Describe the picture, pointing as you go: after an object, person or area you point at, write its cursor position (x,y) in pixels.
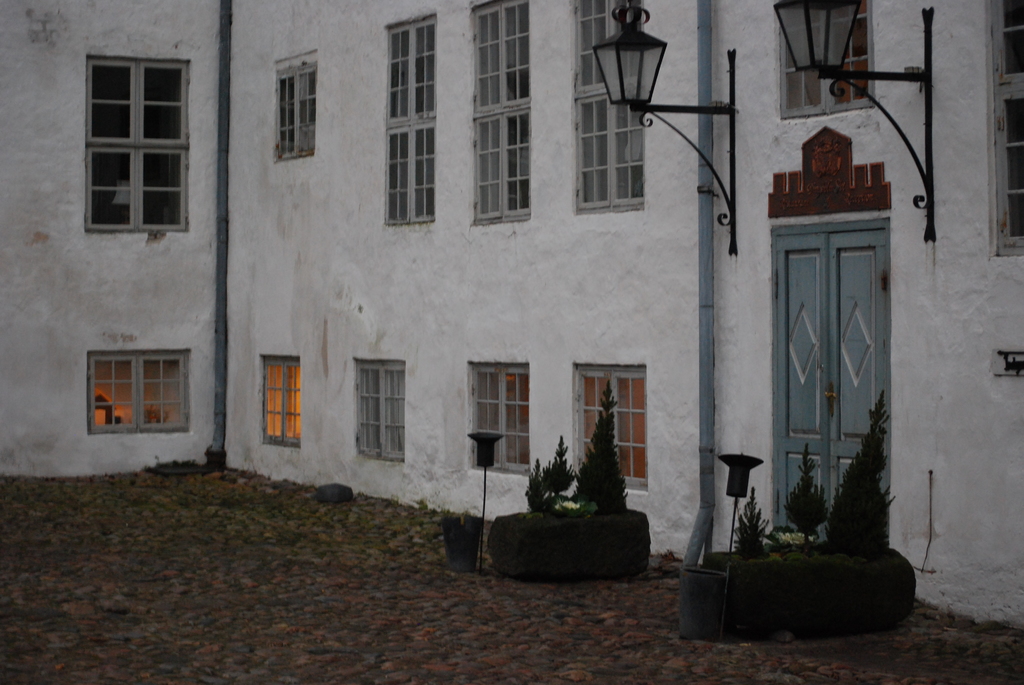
In this image we can see a building (808,378) with windows (590,113) and a door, there we can see two lights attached to the stands (933,169), few garden plants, some circular objects (477,438) attached to the stick (732,536) and the ground (312,552) covered with stones (241,608).
